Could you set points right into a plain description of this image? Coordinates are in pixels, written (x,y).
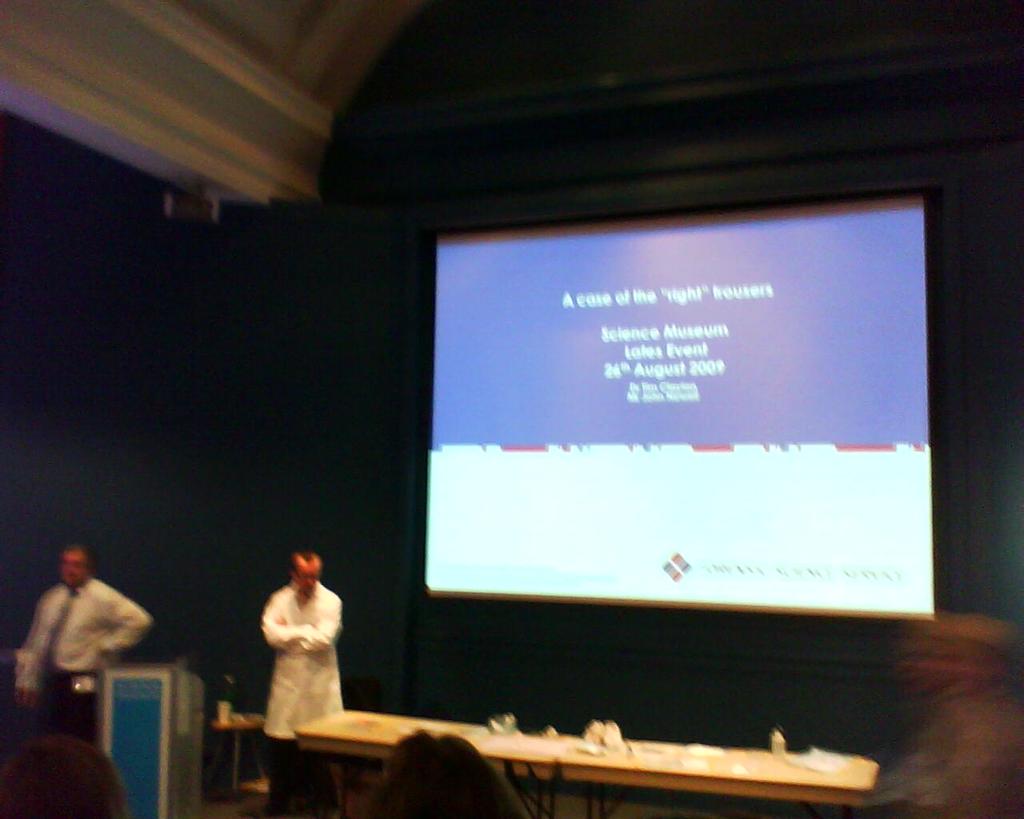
In the picture I can see two men (335,683) are standing on the floor (361,808). Here I can see a table (687,745) which has some objects (602,727) on it, a projector screen (516,587) on which there is something written on it and other objects (119,689). The background of the image (114,434) is dark.
